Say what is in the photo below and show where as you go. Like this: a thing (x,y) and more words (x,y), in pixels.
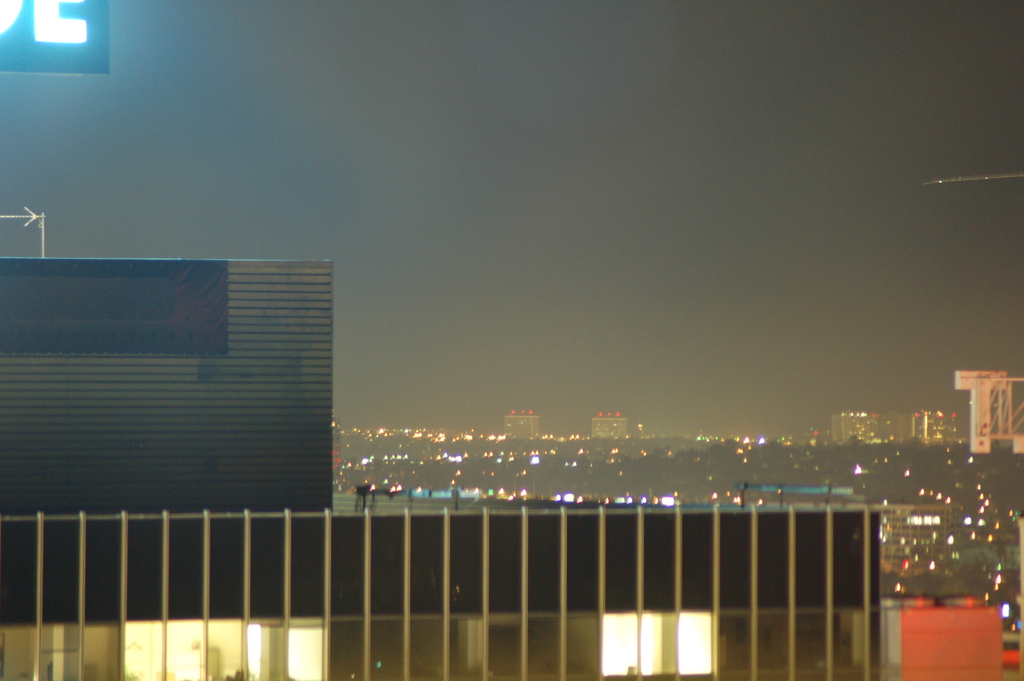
In this picture I can observe a building (276,532). In the background (405,457) there are buildings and lights (436,442). I can observe a sky (543,175) which is dark.
